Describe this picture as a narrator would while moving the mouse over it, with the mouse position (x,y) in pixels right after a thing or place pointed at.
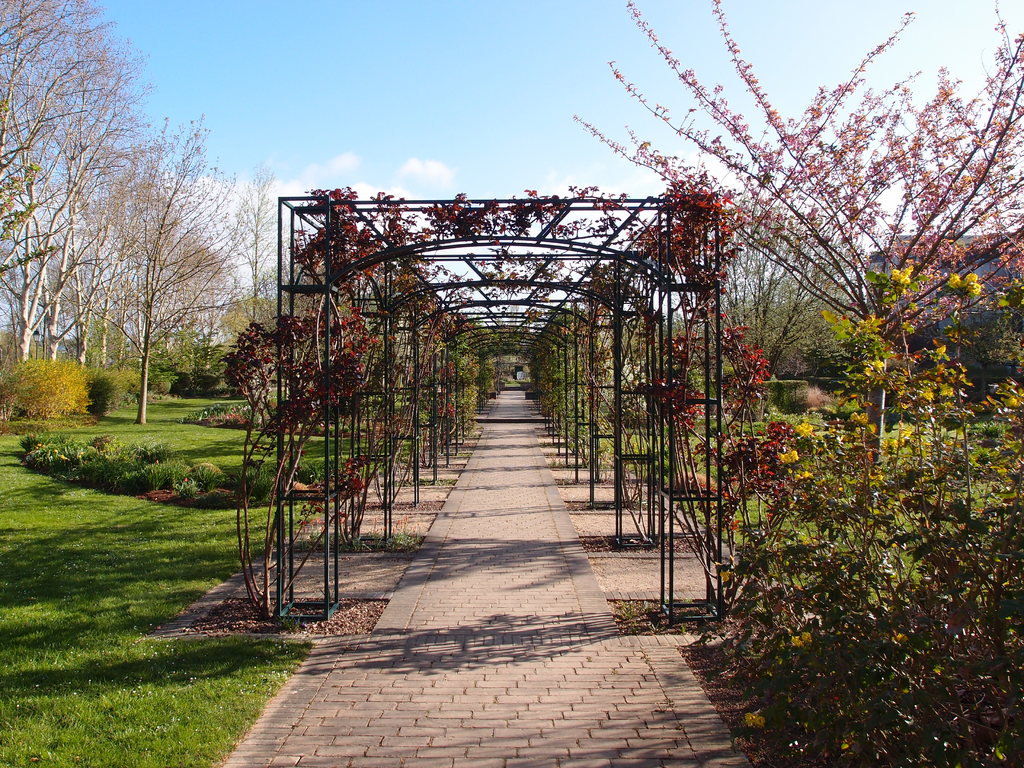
This image is taken outdoors. At the top of the image (323,87) there is a sky (317,106) with clouds (242,181). At the bottom of the image (443,680) there is a pavement (489,482) and there is a ground (46,507) with grass (157,424) on it. In the background (121,359) there are a few trees (152,299) and plants (170,388). On the right side of the image (899,369) there are many plants (850,487). In the middle of the image (479,362) there are a few iron bars (326,438) and creepers (458,346).
